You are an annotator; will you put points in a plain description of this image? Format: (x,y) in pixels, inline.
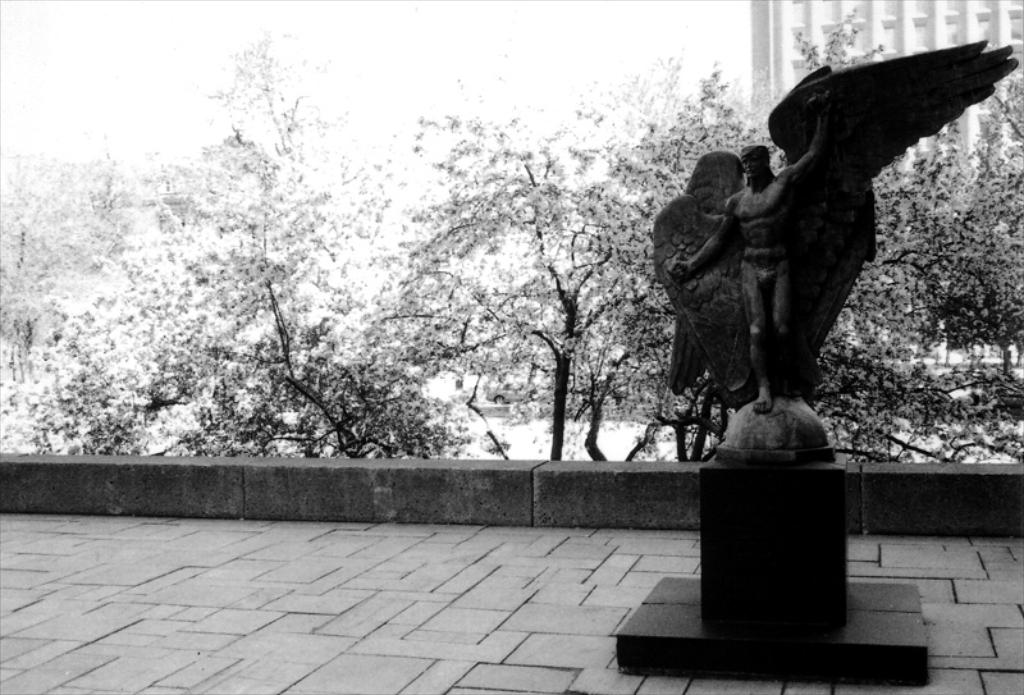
In this image i can see a statue (750,268), at the background (864,276) i can see a tree (529,233), a sky (586,16), a wall (657,466).
